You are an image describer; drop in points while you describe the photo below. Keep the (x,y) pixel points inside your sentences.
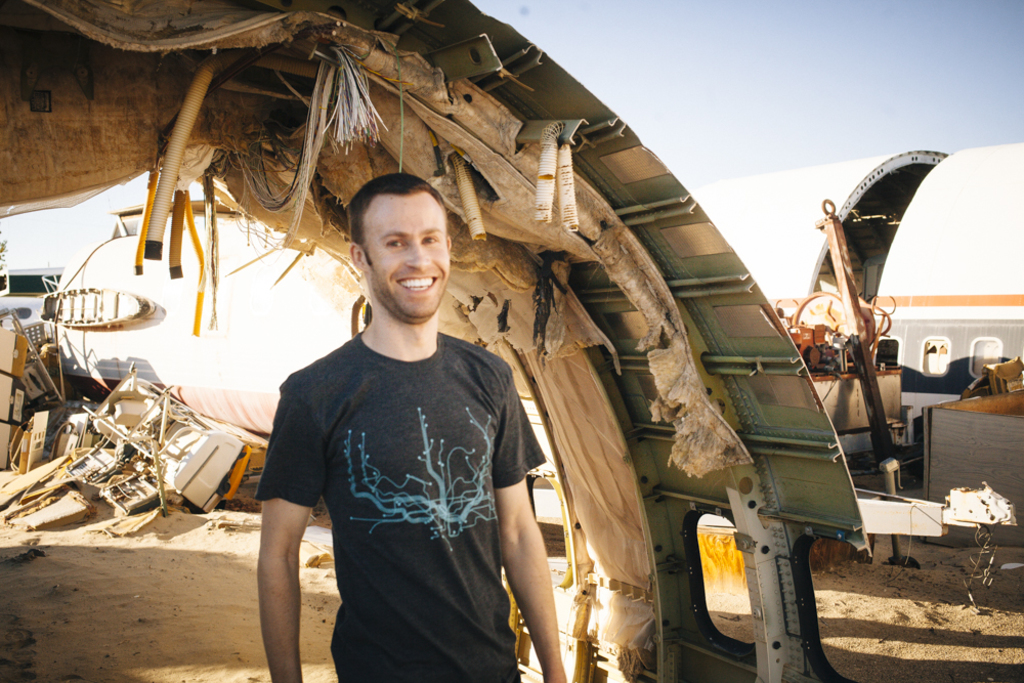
The man (507,424) in the middle of the picture (480,369) is standing and he is smiling. Behind him, we see something like a shed (427,144). Behind him, we see many carton boxes (71,510) and wooden things (161,445). In the background (756,210), we see an object (869,241) in white color. On the right side (820,347), we see the machinery equipment (899,382). At the top (774,54), we see the sky (713,88).
